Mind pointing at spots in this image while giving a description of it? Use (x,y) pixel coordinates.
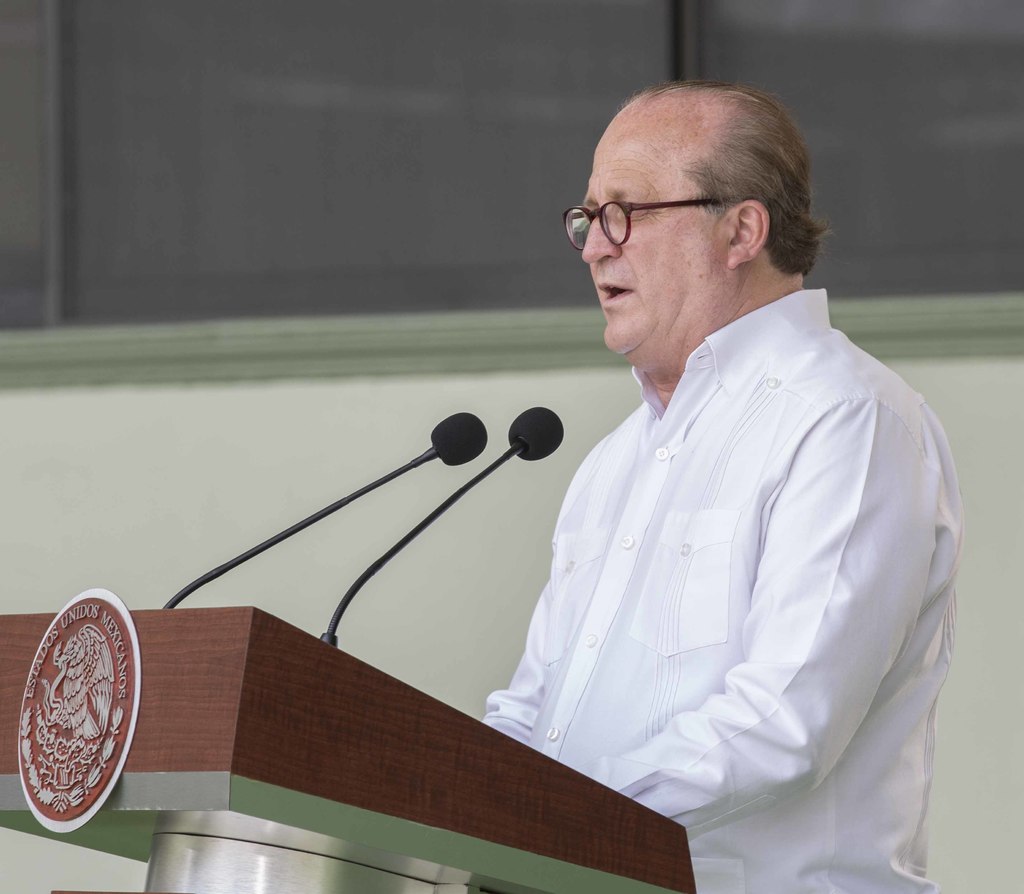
On the right side (732,399) a man (674,651) is standing near the podium (575,808) and speaking, he wore a white color shirt (700,567), spectacles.
